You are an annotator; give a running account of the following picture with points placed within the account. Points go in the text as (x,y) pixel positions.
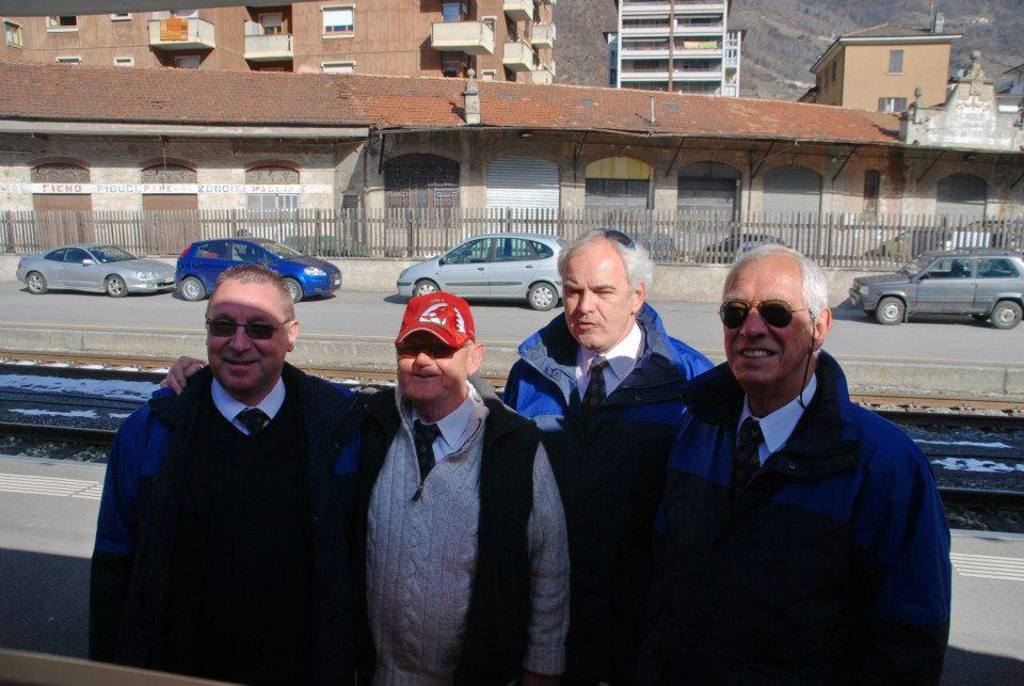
In this picture there are four men (571,350) were standing near to the road (981,653). In the back (977,439) we can see the railway tracks (955,440), beside that we can see many cars (493,269) which is parked near to the fencing (729,240). Beside that we can see the buildings (616,178). In the top right corner (779,6) we can see the mountains (798,8) and trees (798,8). On the left (146,197) we can see many doors (161,202) and windows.
